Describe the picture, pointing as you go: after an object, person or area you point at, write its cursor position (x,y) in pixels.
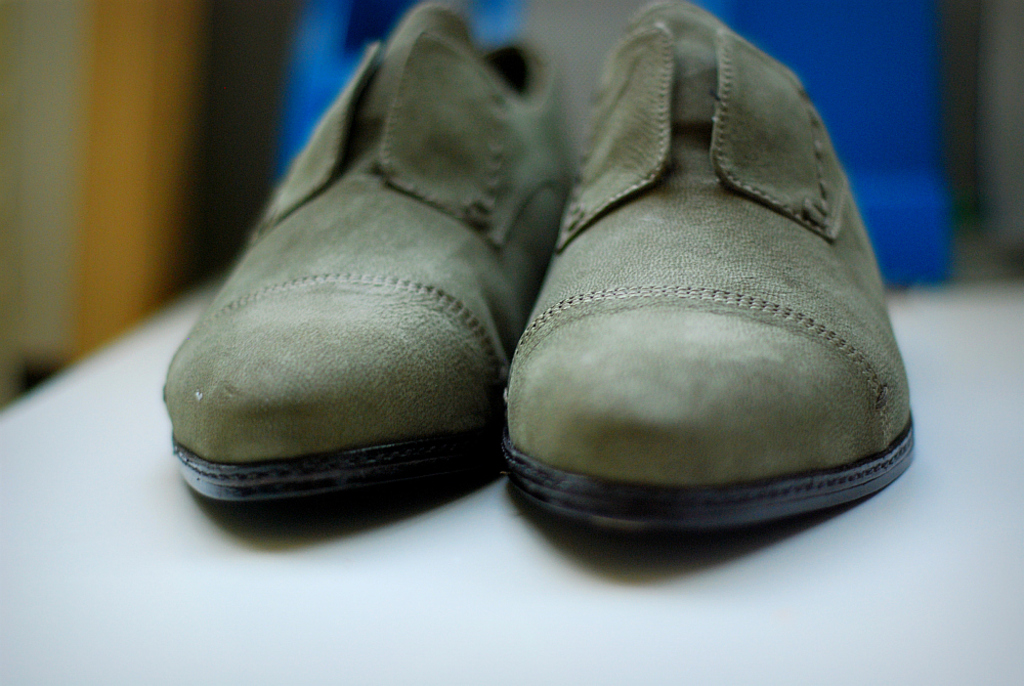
In this picture we can observe green color shoes (380,341) placed on the white color table (529,552). In the background (855,69) we can observe blue color object (839,71) which is blurred.
